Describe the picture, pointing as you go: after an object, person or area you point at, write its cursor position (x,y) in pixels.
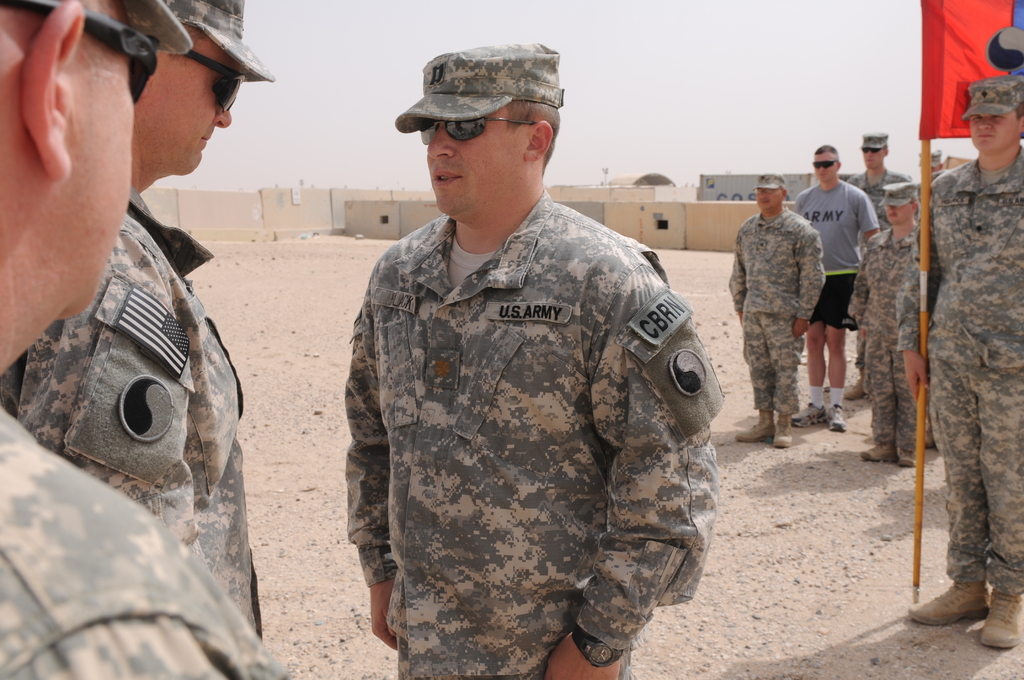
There are group of people (957,187) standing. This is the red color flag (945,108) hanging to the pole (919,491). In the background (685,216), these look like iron containers (636,220).
